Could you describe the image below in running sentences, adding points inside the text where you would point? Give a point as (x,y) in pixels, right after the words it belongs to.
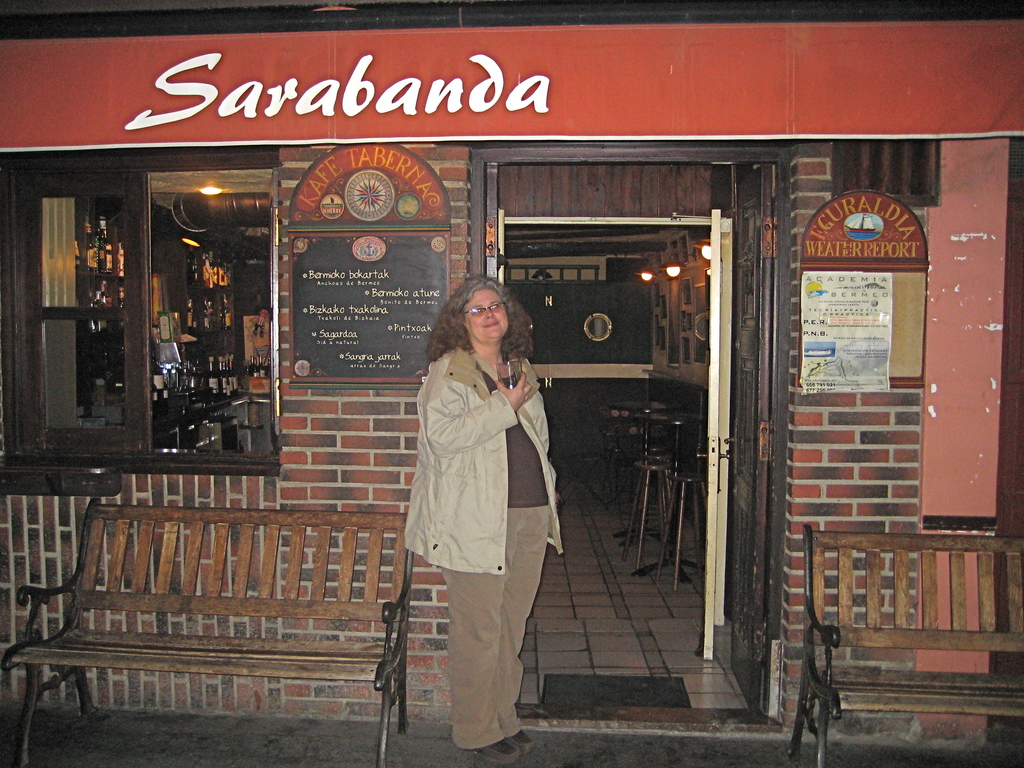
In this image I can see one person (532,482) is standing and holding something. I can see few benches (929,639), lights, stools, tables (668,407), bottles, boards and few objects (195,405) around.
